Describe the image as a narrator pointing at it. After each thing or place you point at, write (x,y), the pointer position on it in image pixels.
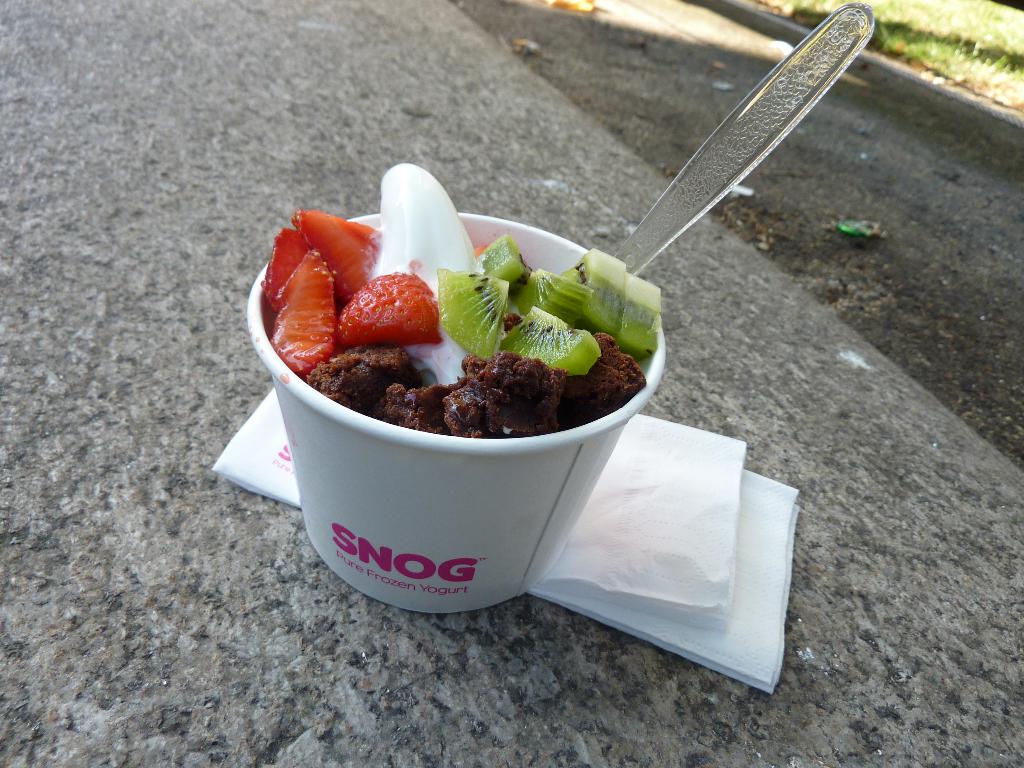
In this picture we can see there are fruits (416,302) and a spoon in the paper cup (401,461). There are tissue papers (583,552) and the paper cup (561,536) on the ground (110,575). In the top right corner of the image (938,37), there is grass (938,37).
